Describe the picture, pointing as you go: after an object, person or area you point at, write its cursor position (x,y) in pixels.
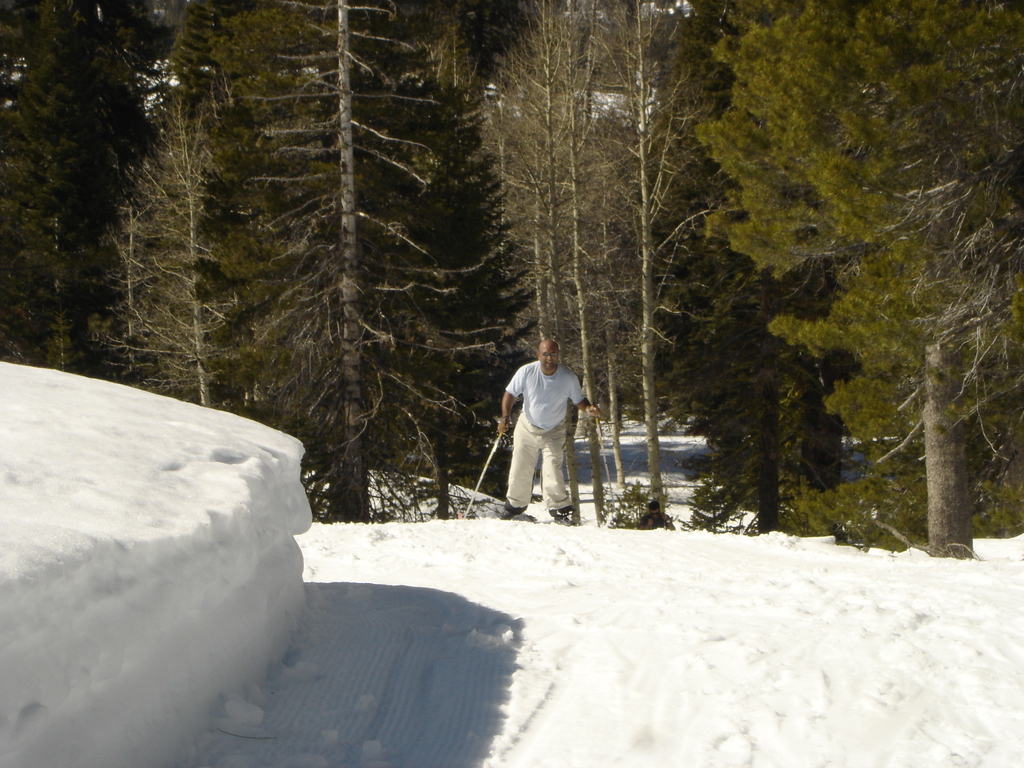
In the center of the image (560,425) we can see a man (523,466) is standing and wearing skis (526,516) and holding the sticks (469,515). In the background of the image (436,336) we can see the trees (761,100). At the bottom of the image (418,751) we can see the snow (470,626).
